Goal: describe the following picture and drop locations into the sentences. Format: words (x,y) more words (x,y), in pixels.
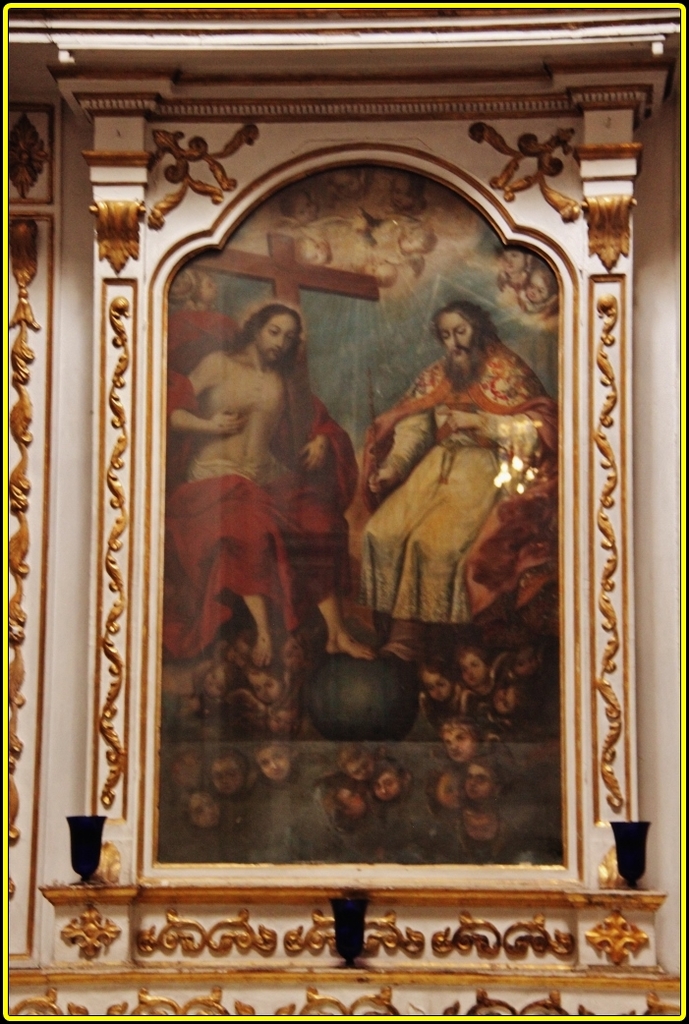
In the image in the center (275,626) we can see wall (40,245) and one photo frame (418,530). In photo frame (283,287), we can see cross (303,376) and two persons (324,486) were sitting.
